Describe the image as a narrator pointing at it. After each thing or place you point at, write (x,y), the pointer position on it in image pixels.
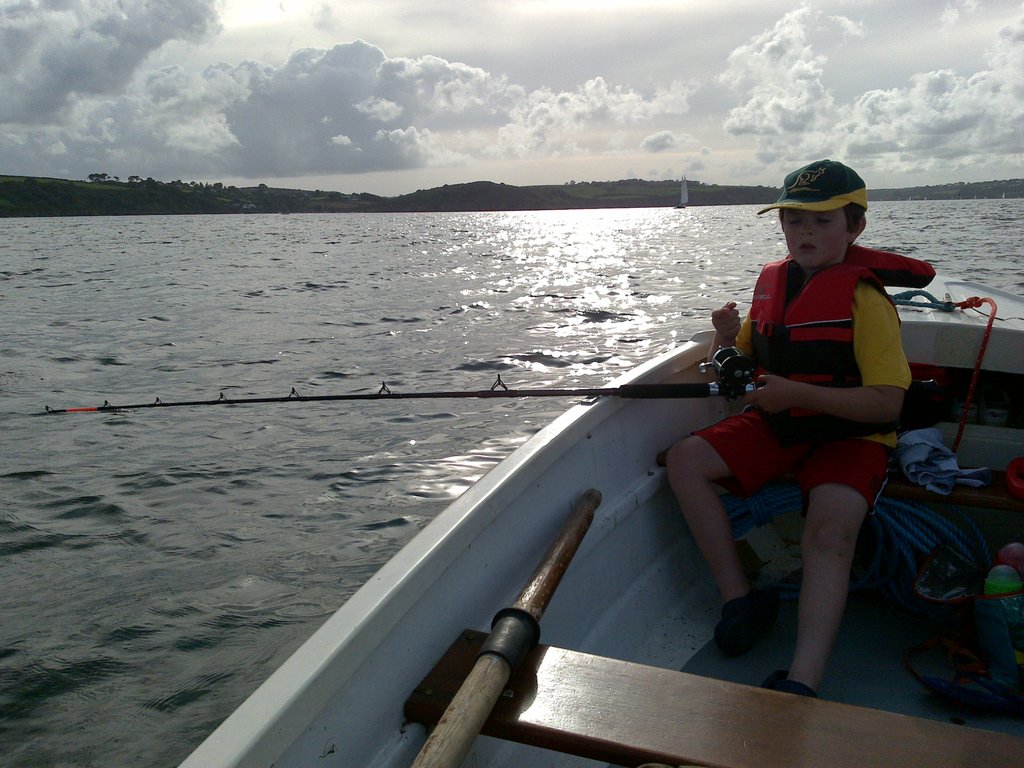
Here a boy (859,404) is fishing in the boat (638,488), he wore red color jacket (792,415) and green color cap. At the top (386,90) it is a cloudy sky (355,126).
